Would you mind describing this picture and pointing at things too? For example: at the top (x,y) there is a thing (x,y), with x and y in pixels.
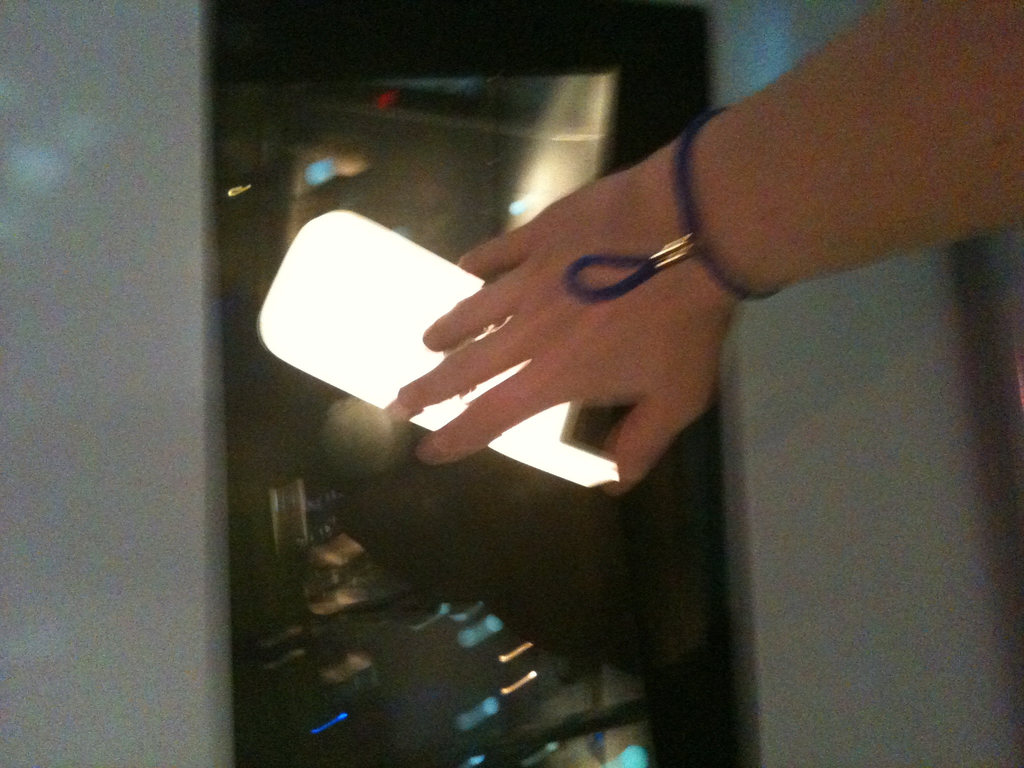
In this picture we can see hand (643,307) of a person (606,226), and we can find few lights (336,220).
